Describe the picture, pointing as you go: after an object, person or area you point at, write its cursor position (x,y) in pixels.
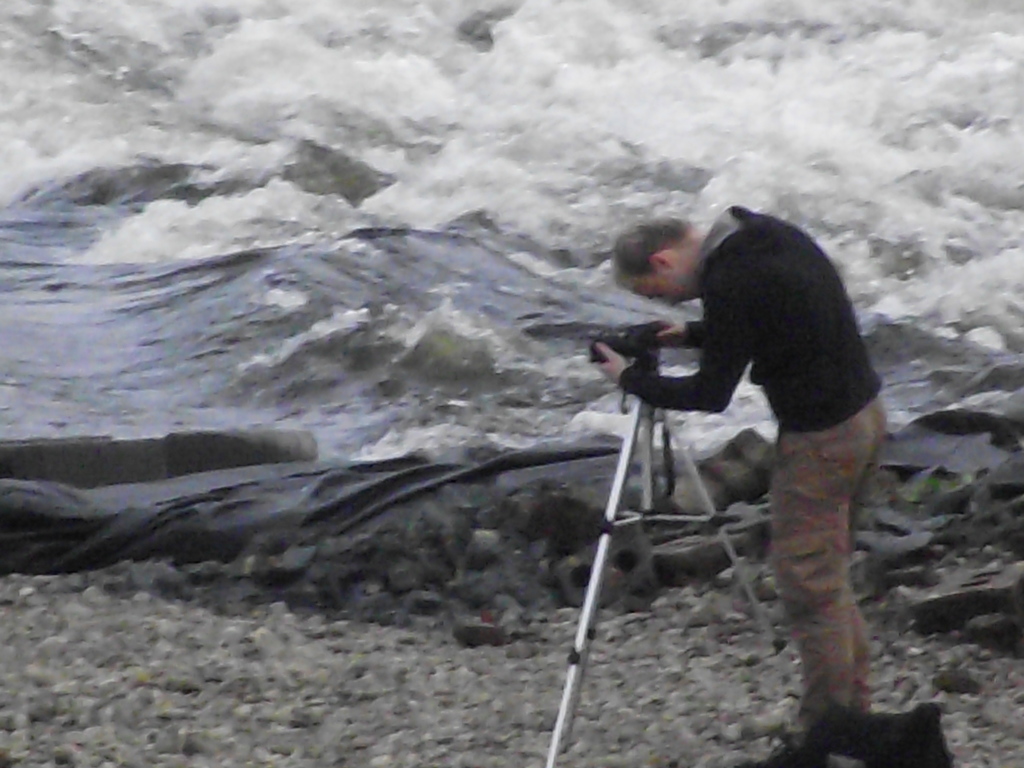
The man (855,356) on the right corner of the picture (745,284) wearing black jacket (772,287) is holding camera (633,348) and he is taking picture on the camera (642,332). Beside him, we see a black color sheet (397,477) and water (426,162). This water (489,195) might be in sea (796,209). At the bottom of the picture (333,669), we see stones (612,699).
